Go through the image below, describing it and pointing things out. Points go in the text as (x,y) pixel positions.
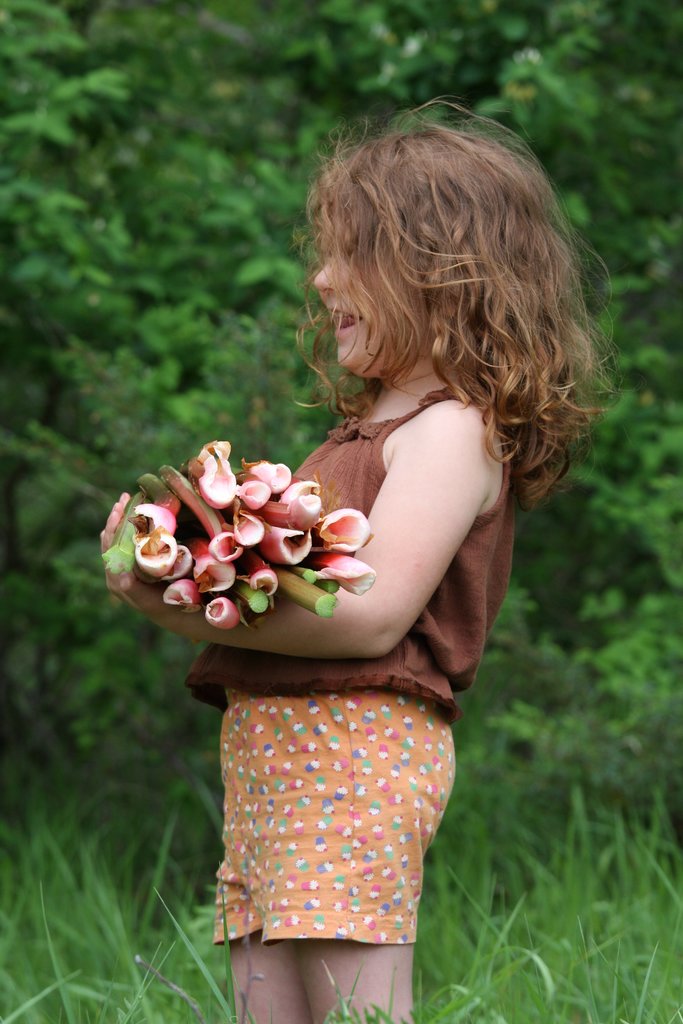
In this image we can see a little girl (334,485) with curly hair (455,176) holding a bunch of rhubarb stalks (286,514) in her hand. And we can see the background (312,52) is green with trees (218,62) and in the bottom (518,930) grass (530,842) is seen.
